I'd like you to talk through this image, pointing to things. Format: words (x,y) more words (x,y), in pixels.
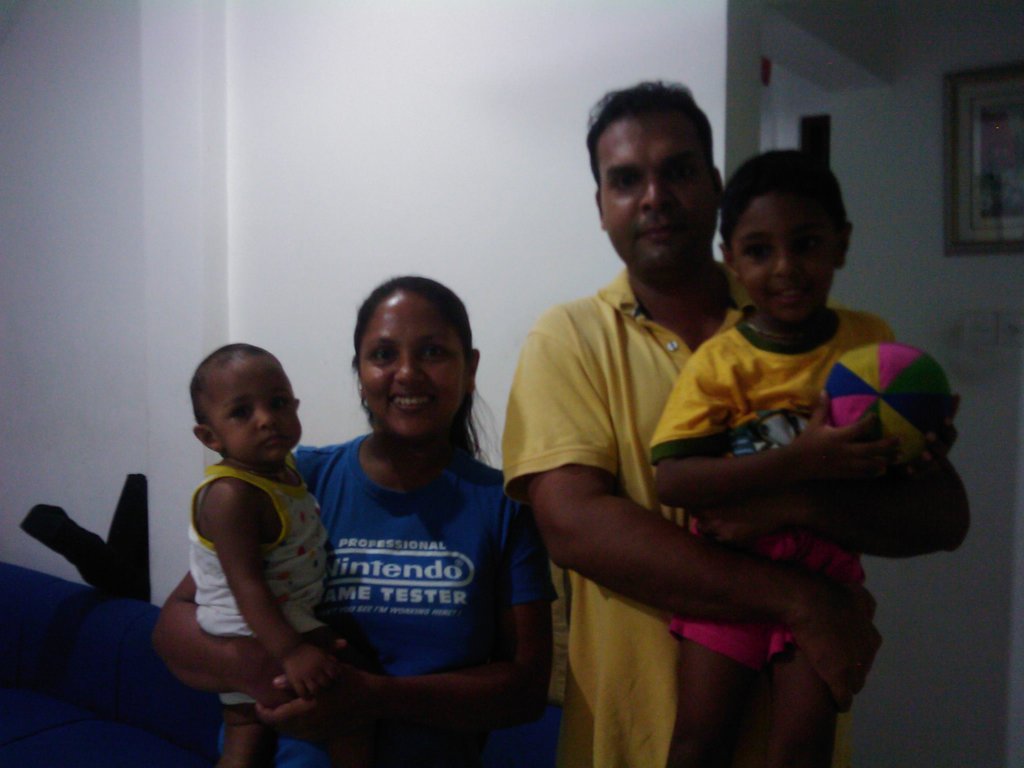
A couple (560,392) is standing holding 2 children (816,377). A boy (803,381) at the right (693,441) is holding a ball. There is a white wall (724,165) at the back (116,442) and there is a photo frame (991,208) at the right (985,218) back.
